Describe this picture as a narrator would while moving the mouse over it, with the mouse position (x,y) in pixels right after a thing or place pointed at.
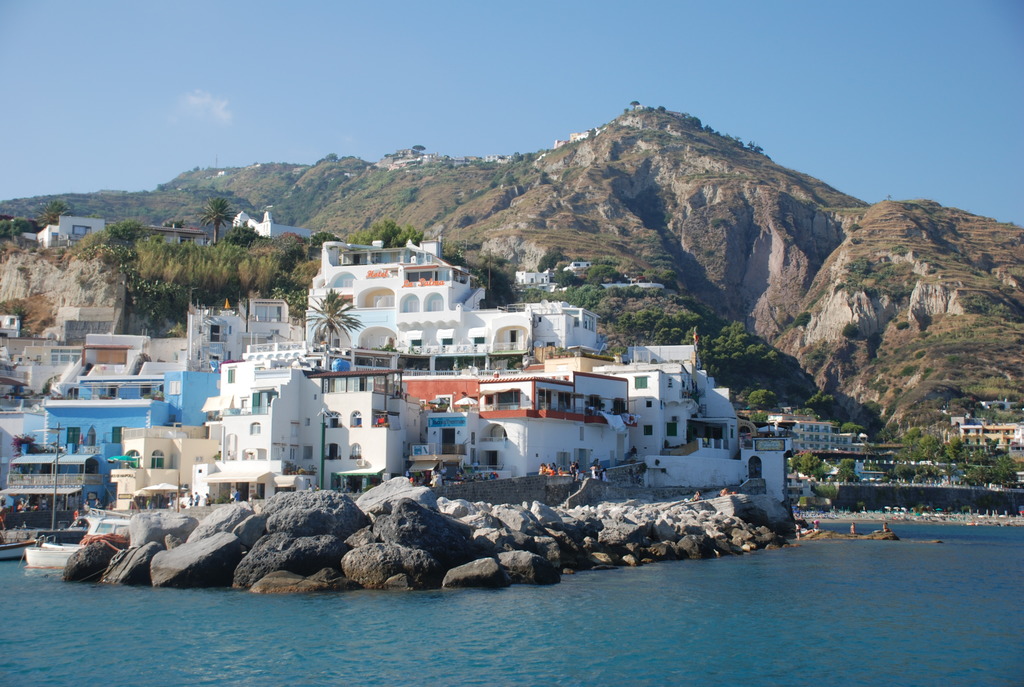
In this picture we can see there are boats (14,547) on the water (23,608). On the right side of the boats (92,525) there are rocks (154,529) and behind the boats (52,549) there is a pole (57,472), buildings (200,376), trees (255,273), hills (853,307) and the sky (929,74).
